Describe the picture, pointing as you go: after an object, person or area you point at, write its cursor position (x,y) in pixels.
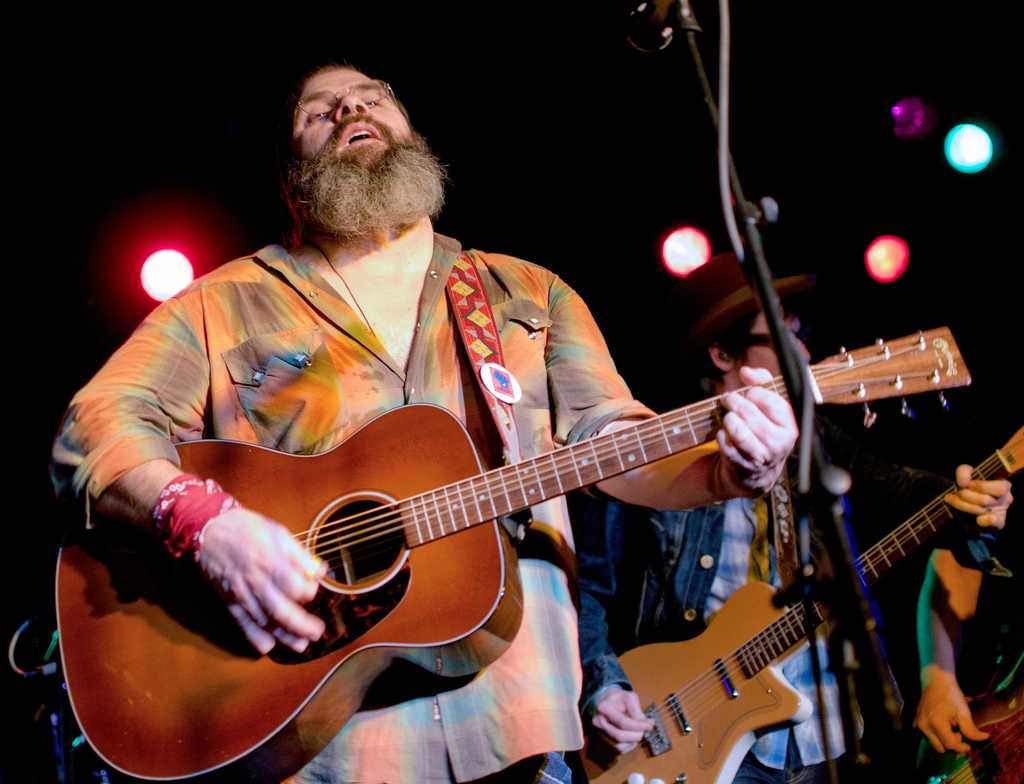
In this image there is a person (542,519) playing a guitar (495,484) and at the right side of the image (793,502) there is an another person (795,684) also playing a guitar (767,651).
